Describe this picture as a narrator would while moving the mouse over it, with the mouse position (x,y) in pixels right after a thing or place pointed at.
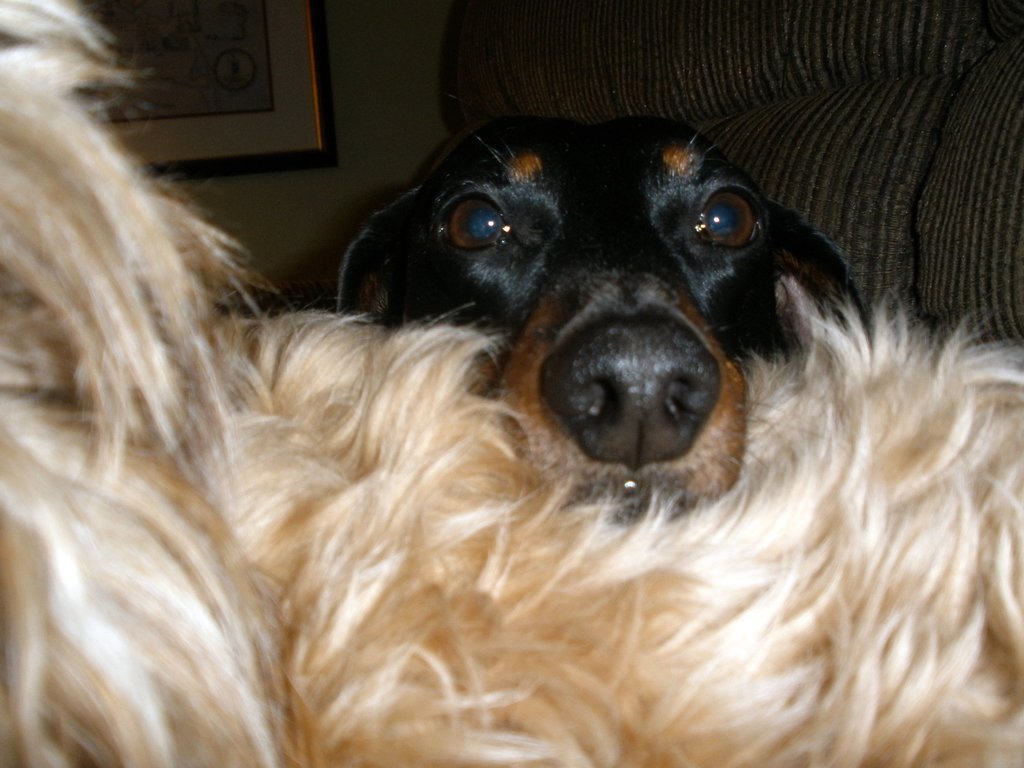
As we can see in the image there is a wall (397,137), photo frame (235,80), sofa (705,66) and two dogs (398,467). The dog (630,320) on the right side (753,241) is in black color. The image is little dark.
